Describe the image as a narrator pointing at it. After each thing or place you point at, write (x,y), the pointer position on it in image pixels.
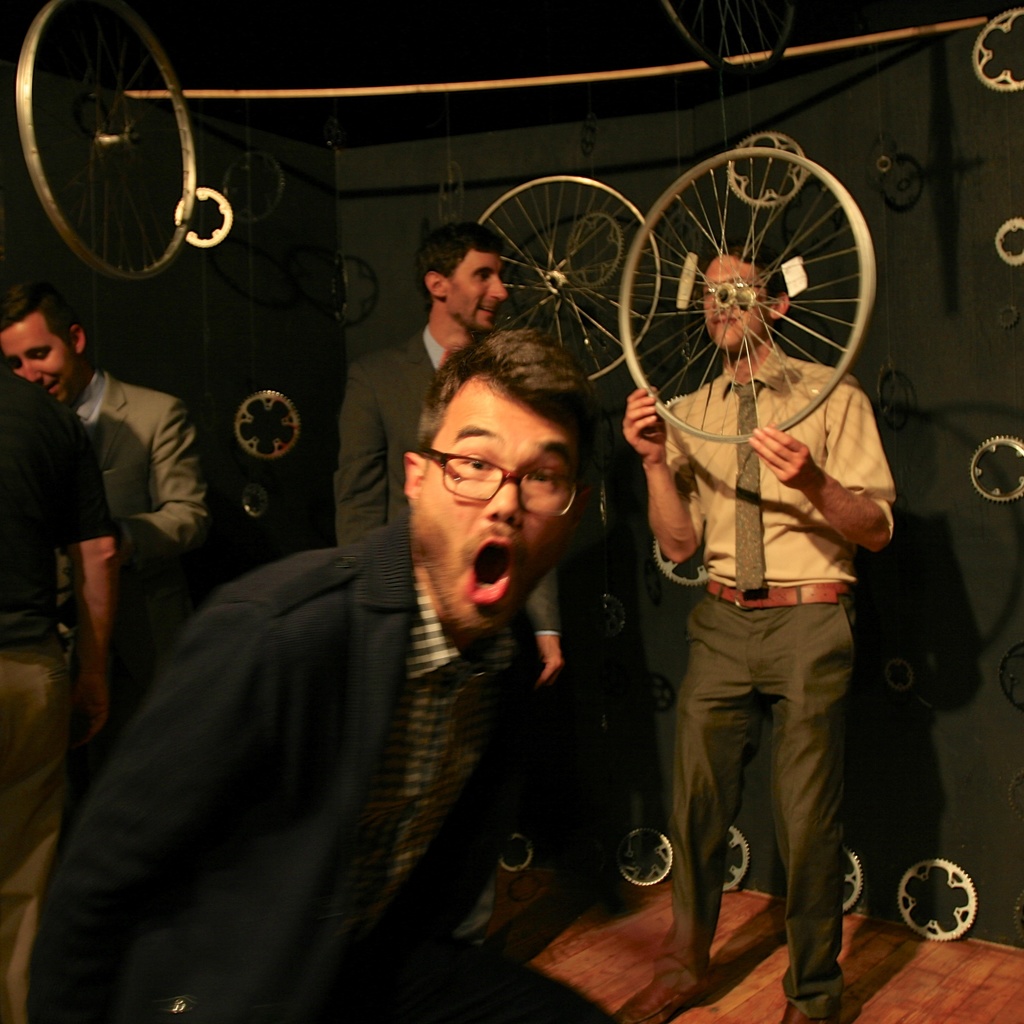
In this picture we can see five persons (572,493) are standing, in the background (592,191) there are some gears (970,899) and wheels (630,331), a man (750,490) on the right side (749,530) is holding a wheel (869,264).
